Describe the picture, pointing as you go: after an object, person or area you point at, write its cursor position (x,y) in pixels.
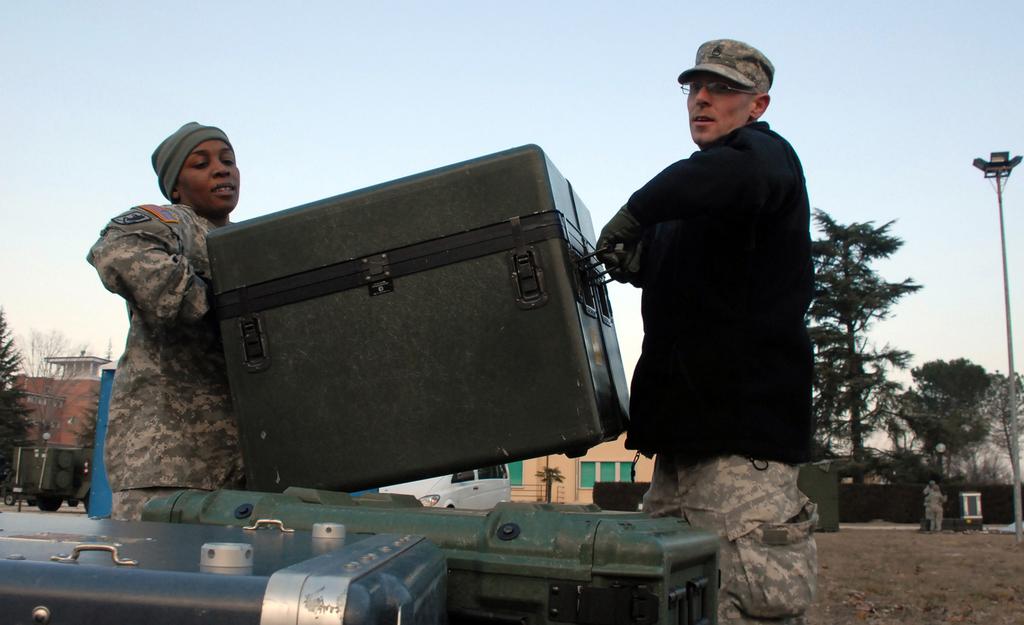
Here we can see two persons (676,287) holding a box (434,328) with their hands (633,240). This is ground (941,554) and there are boxes (410,611). Here we can see vehicles (439,502), houses (584,498), trees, and a pole (1007,334). In the background (948,126) there is sky (344,130).
